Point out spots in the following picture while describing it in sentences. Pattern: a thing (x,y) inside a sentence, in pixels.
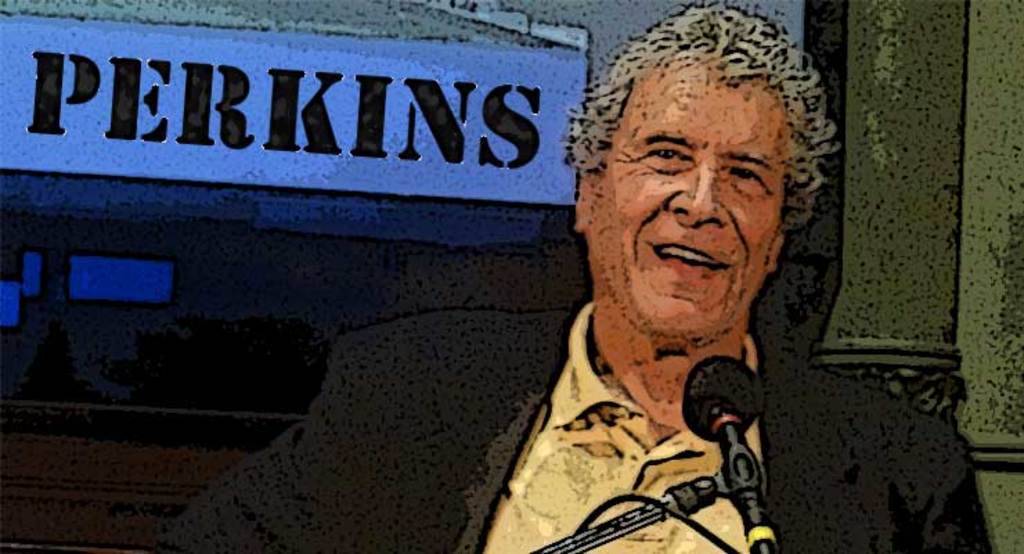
In the image there is an old man (462,310) in suit (434,424) talking on mic (738,450) and behind him there is wall (869,11), this is a graphic image.
